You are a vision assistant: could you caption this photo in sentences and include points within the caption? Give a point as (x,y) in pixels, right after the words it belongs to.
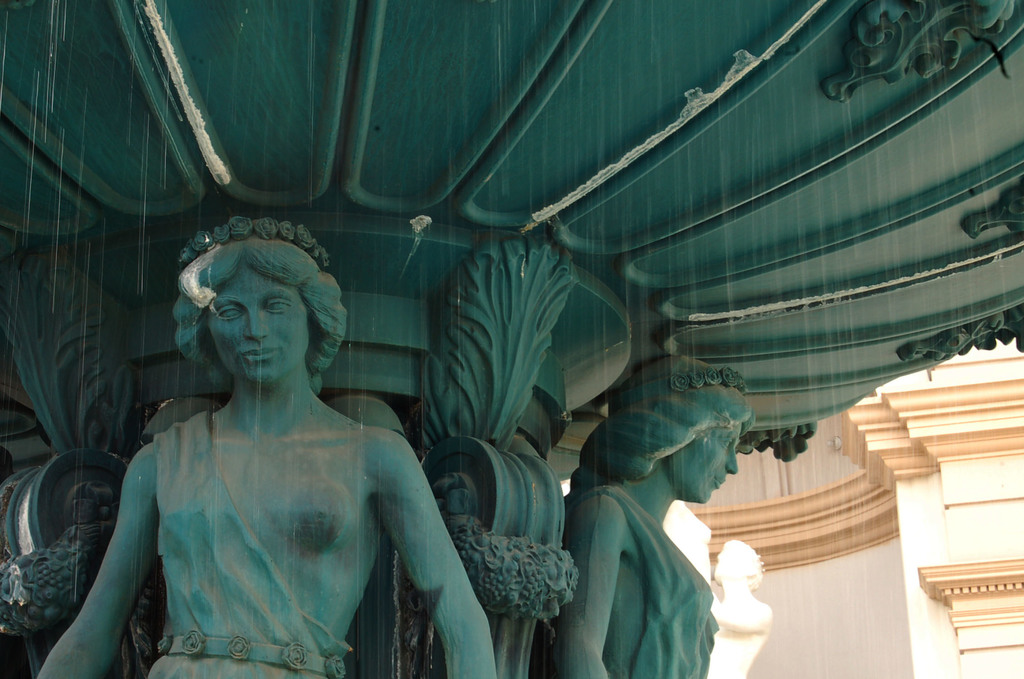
In this image, I can see the sculptures (656,494). At the bottom right side of the image (777,583), It looks like a building (859,545).
